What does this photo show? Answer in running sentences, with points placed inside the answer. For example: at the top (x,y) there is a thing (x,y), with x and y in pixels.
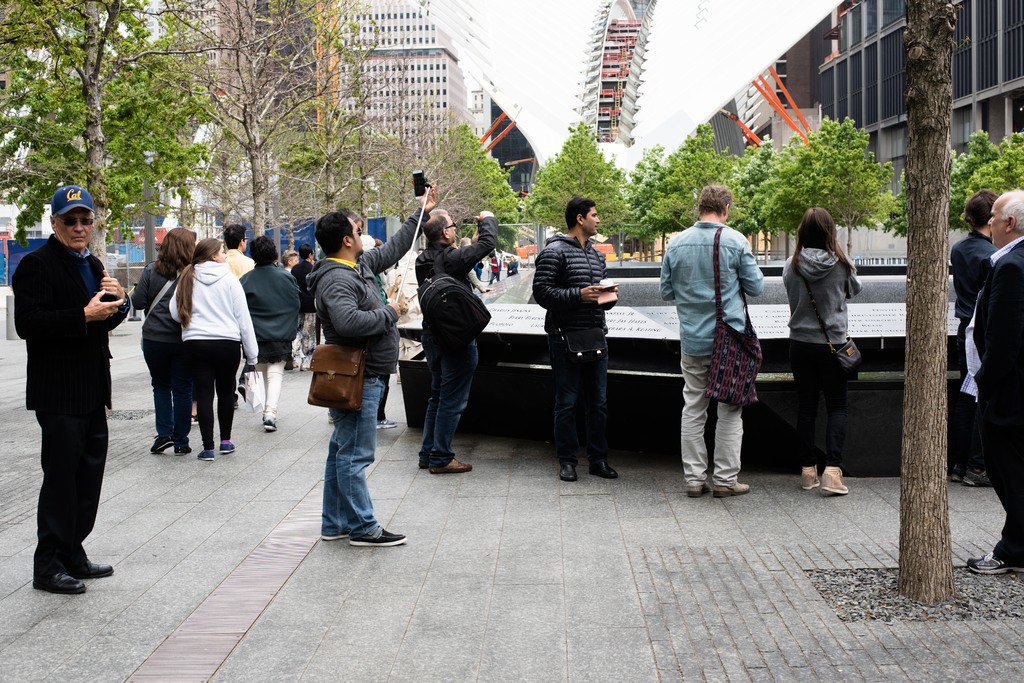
Here we can see few people (281,361) standing on the ground (584,545) and among them few persons (326,340) are carrying bags (449,322) on their shoulders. In the background (399,192) there are trees (333,123), buildings (693,58), poles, windows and some other objects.
